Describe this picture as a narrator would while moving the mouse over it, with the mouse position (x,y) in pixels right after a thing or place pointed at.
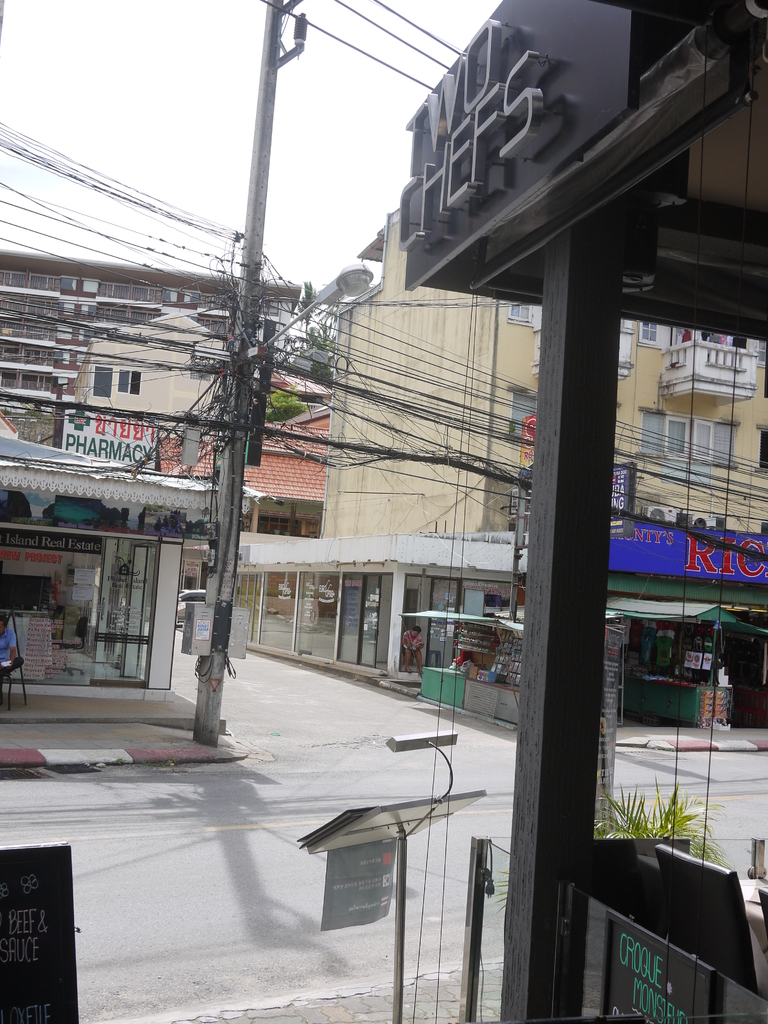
In this image, we can see building (510,332) and wires (239,381). There is a street pole (244,451) in the middle of the image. There is a road (302,760) at the bottom of the image (340,937). There is a pillar (532,610) on the right side of the image (600,580). There is a sky (343,121) at the top of the image (350,115).
